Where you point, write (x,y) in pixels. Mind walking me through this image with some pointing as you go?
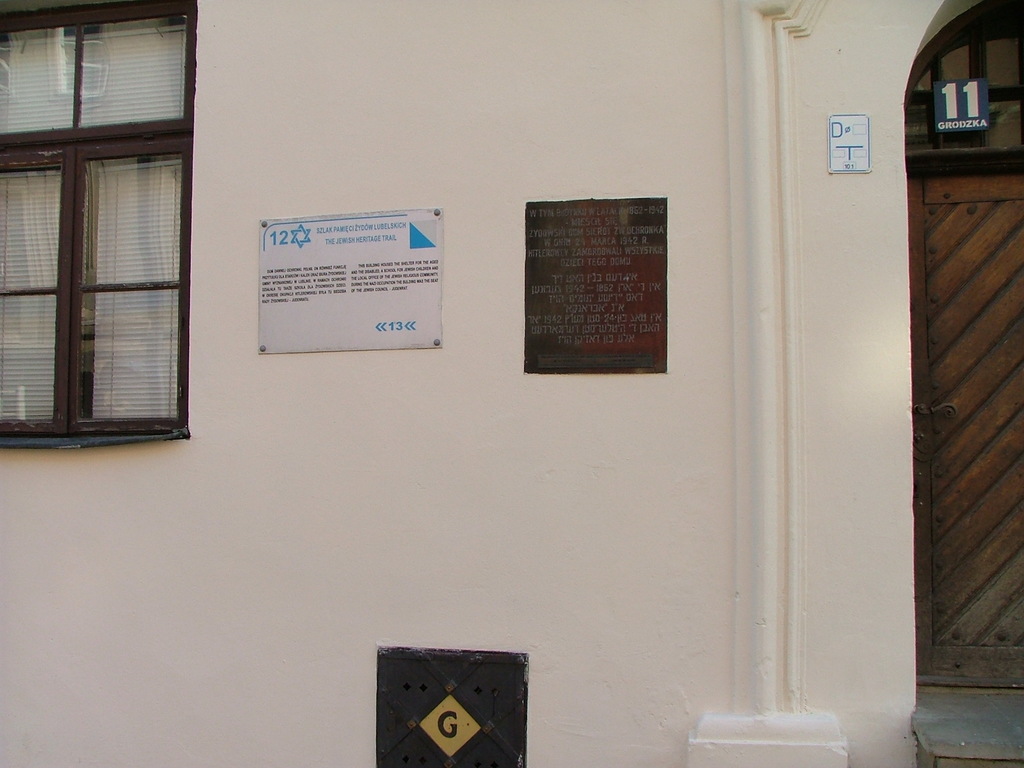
In the middle of this image (436,258), there are two posters (598,211) attached to the wall (499,268) of a building (599,22) which is having a door (1001,511) and glass window (105,242). At the bottom of this image (511,690), we can see there is a board (457,660) attached to this wall (583,655). On the top right (833,156), we can see there is a poster (959,79) attached to the door (930,64) and another poster (866,120) attached to the wall (652,85). Through the glass window (61,105), we can see there is a curtain (128,219).
